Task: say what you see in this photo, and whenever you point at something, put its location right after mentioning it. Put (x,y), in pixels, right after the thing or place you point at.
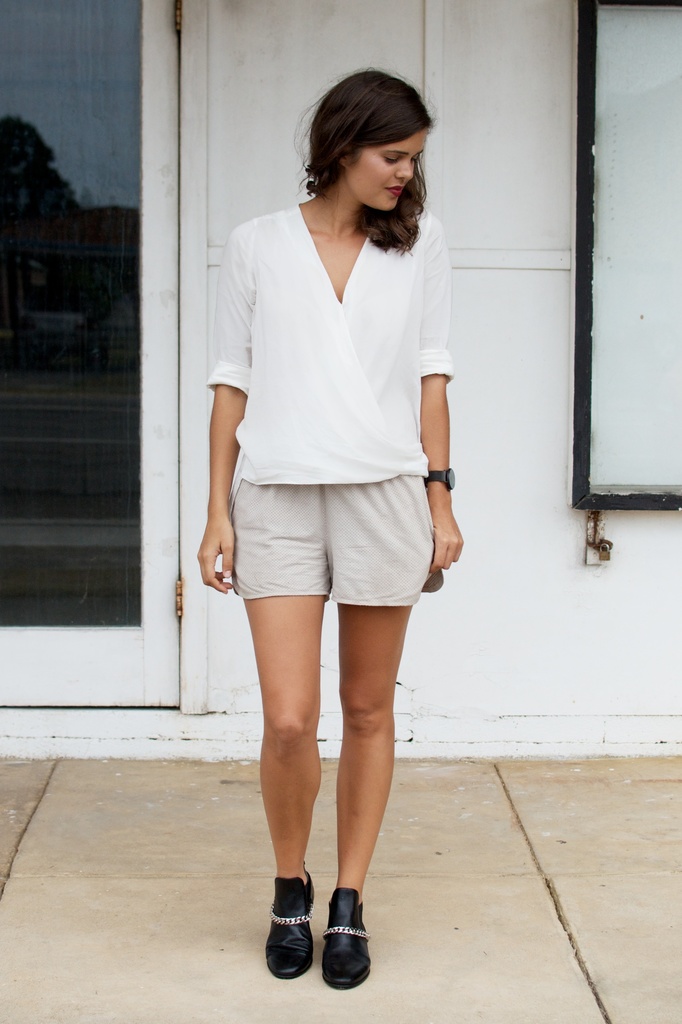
In this image we can see a woman (373,392) is standing on the floor (95,911). She is wearing a white color dress (341,425). In the background (181,44), we can see a wall (564,178) and a door (30,300).
